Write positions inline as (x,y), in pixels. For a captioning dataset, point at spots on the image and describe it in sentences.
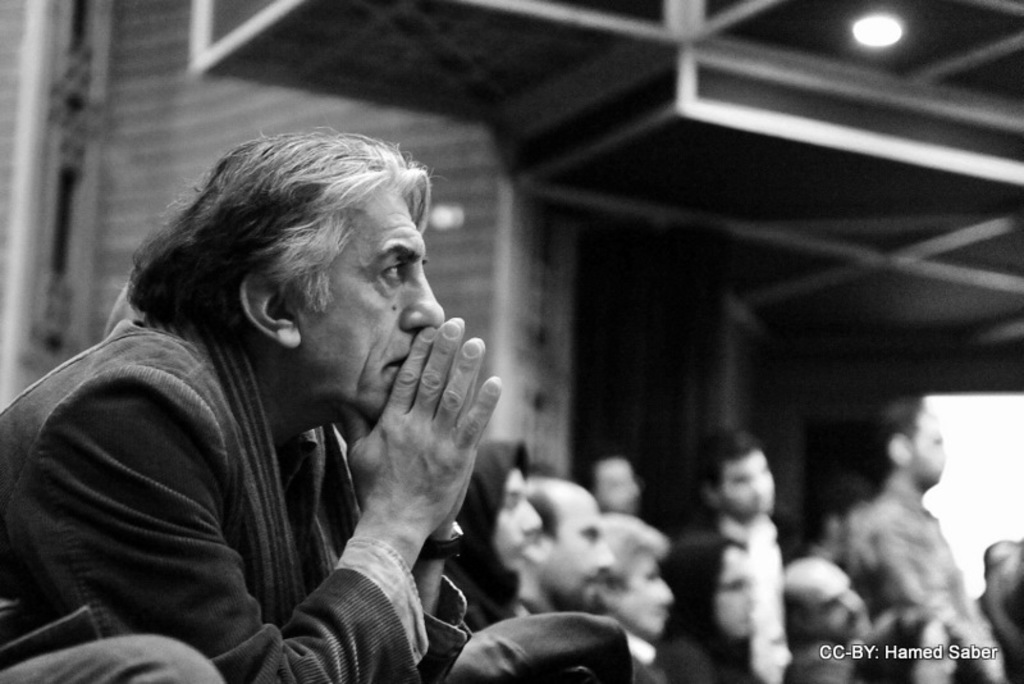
In the foreground of this black and white image, on the left (312,502), there is a man (279,568) sitting. In the background (693,568), there are few people (781,624), a building (467,62) and a light (873,25) at the top (859,24).
